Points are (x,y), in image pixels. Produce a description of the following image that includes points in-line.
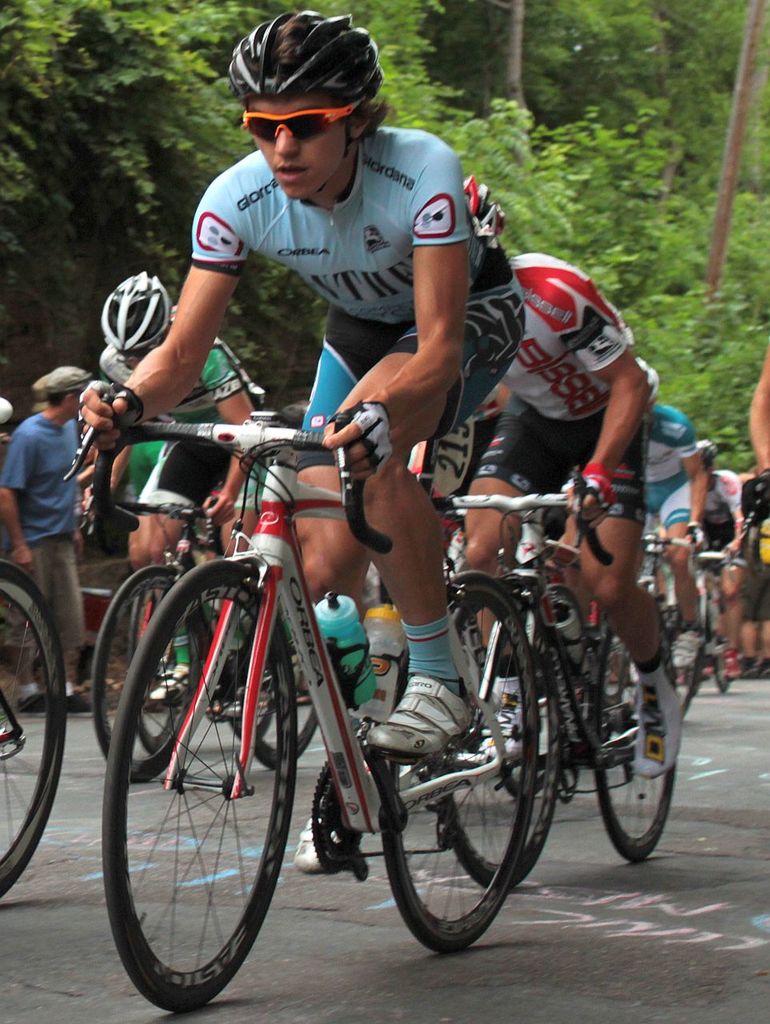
There are people (310,461) riding bicycles (713,620) as we can see in the middle of this image (306,600). There are trees (548,196) in the background (193,156) and there is one person (40,524) standing on the left side of this image (72,535).
